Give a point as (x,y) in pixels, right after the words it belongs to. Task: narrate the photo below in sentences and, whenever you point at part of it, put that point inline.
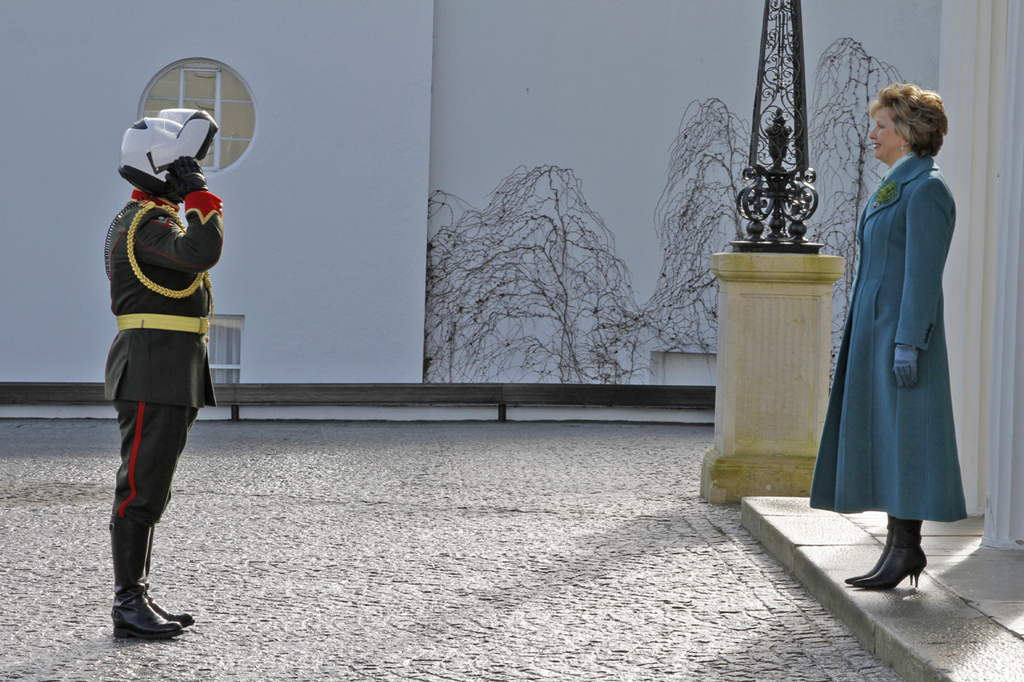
In this image there is a soldier (146,297) on the left side (148,332) who is saluting the woman (873,336) who is in front of him. In the background (409,165) there is a wall (844,253). Beside the woman (933,379) there is a pillar (776,319) on which there is a pole (773,134).
